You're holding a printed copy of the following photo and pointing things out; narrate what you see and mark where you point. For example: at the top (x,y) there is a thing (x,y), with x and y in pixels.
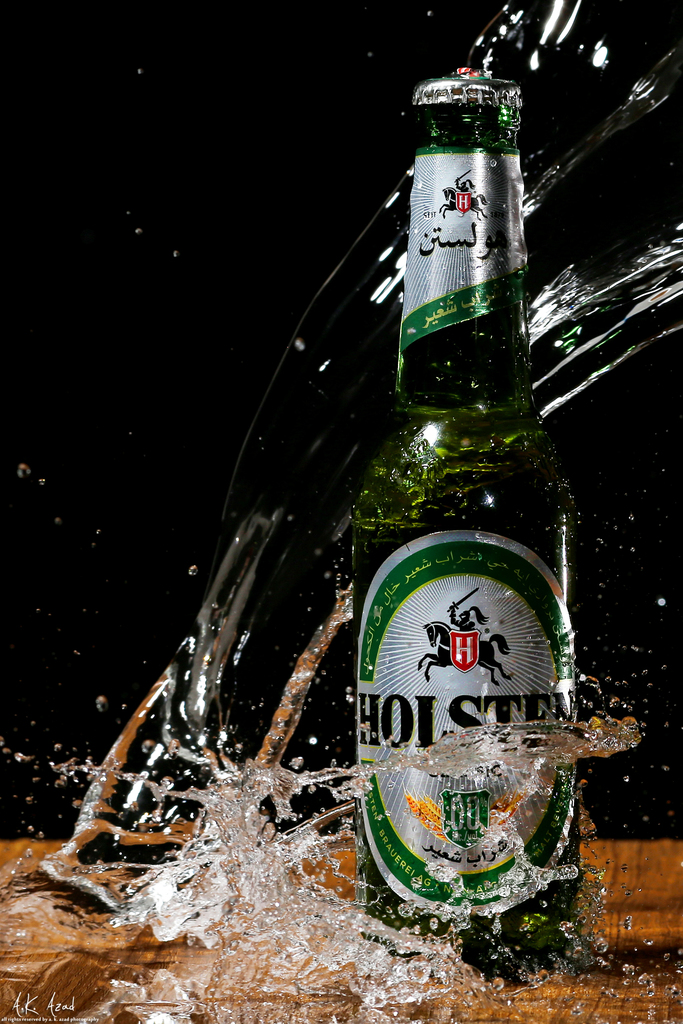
In this image we can see a bottle (409,899) on a surface (351,920), also we can see some water (221,863), and the background (135,414) is blurred.
